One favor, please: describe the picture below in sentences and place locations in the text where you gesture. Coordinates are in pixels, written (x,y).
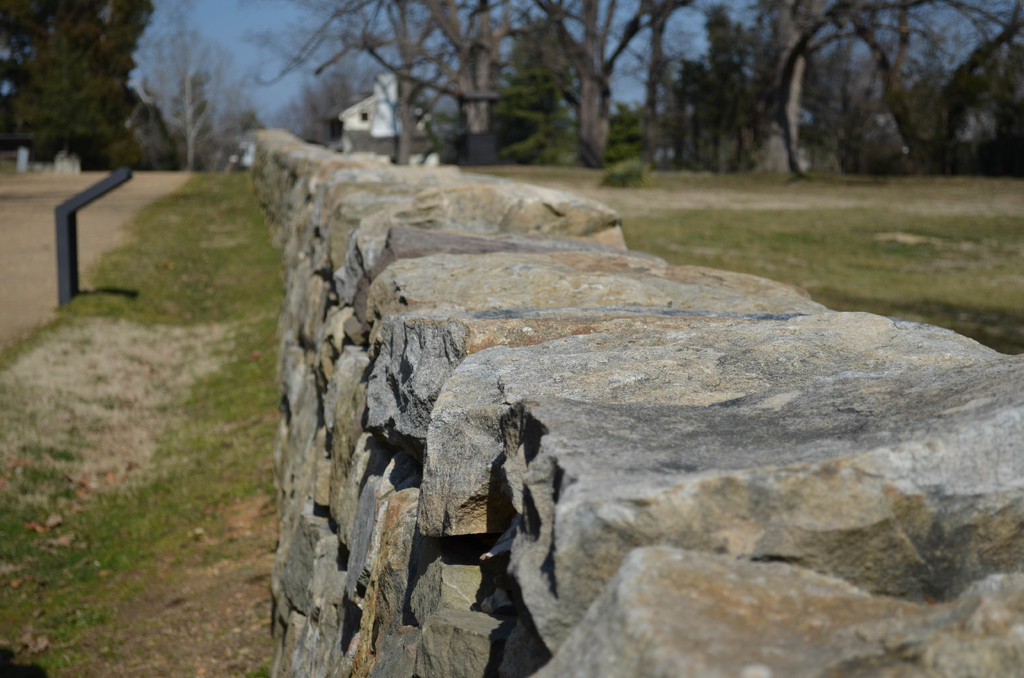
In the picture we can see a rock wall (628,672) and on the either sides of the wall (299,605) we can see grass surface (957,295) and in the background (45,102), we can see some trees (56,90) and behind it, we can see a house (346,122) and some trees (131,99) near it and behind it we can see a sky (636,80).
